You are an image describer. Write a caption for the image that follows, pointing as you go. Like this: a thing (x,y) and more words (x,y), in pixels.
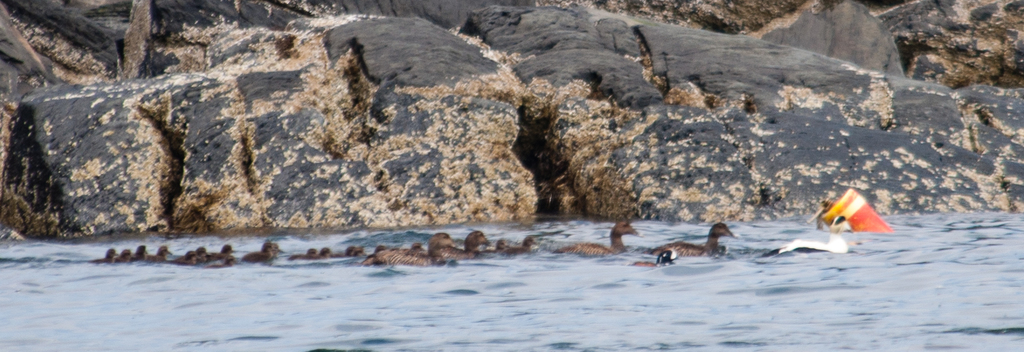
In this picture I can see few rocks (432,108) and few ducks (832,239) and ducklings (140,257) in the water (394,337) and it looks like a bottle (849,221) in the water (890,242).
